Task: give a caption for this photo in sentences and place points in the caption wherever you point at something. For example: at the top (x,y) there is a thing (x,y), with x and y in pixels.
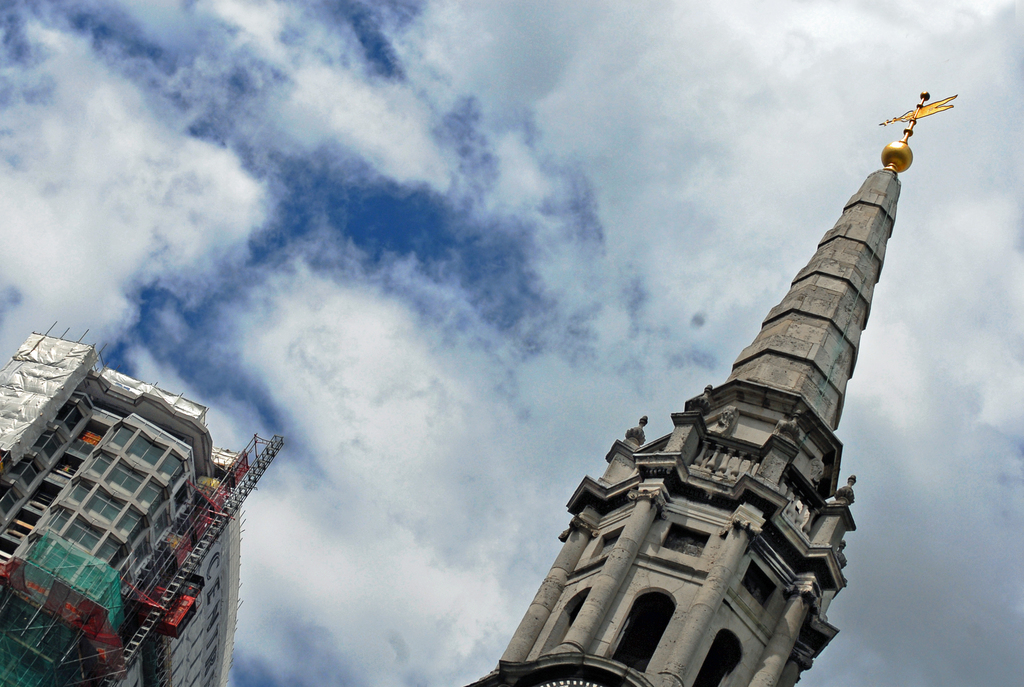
In this picture on the left side (136,420), we can see an under construction building (103,448) with net (53,652), poles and pillars (70,487). On the right side (883,179), we can see a tall building (869,278) with a golden ball (897,160) at the top (908,138). The sky (868,160) is blue.
